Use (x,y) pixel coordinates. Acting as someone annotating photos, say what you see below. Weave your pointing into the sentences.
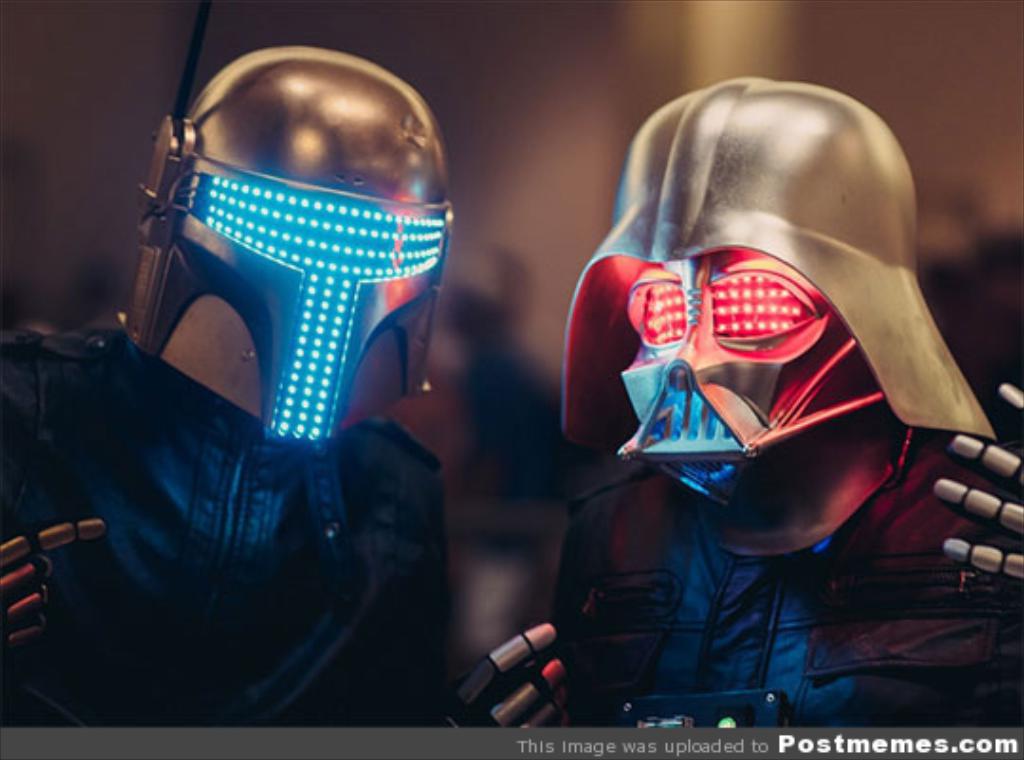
In this image there are persons (338,498) wearing costumes (275,539) and helmets (336,352) and there are lights (755,335) on the helmets (427,351) and the background (1007,208) is blurry.
